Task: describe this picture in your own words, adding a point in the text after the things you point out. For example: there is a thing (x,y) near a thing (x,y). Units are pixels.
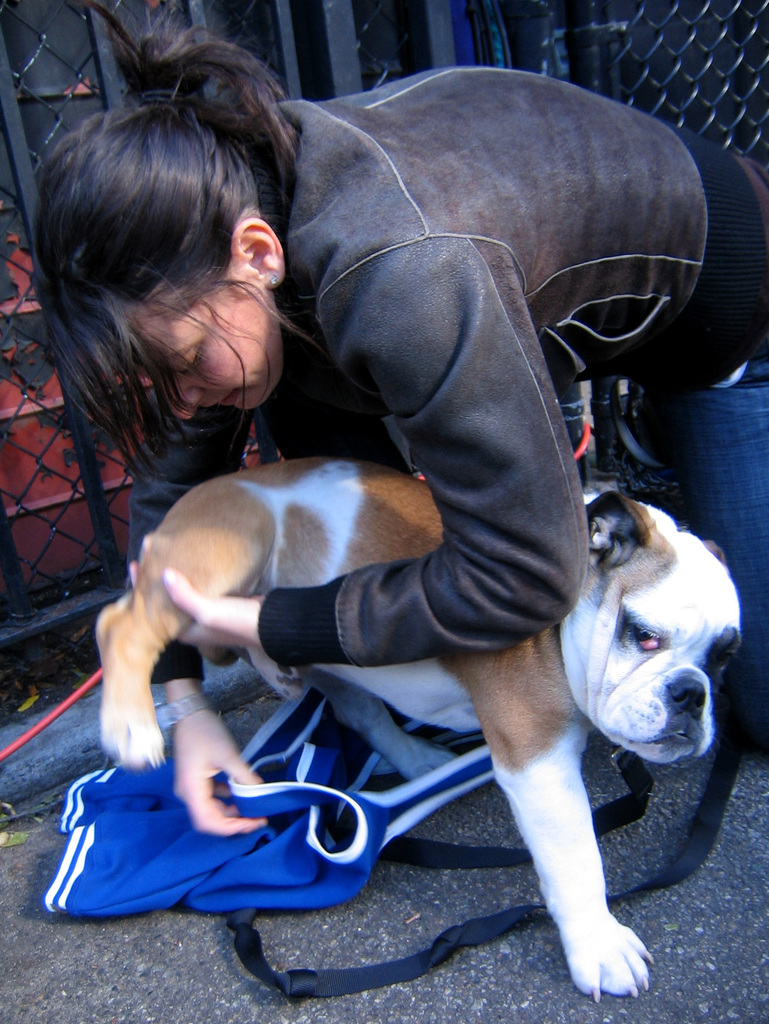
In this image there is a woman (493,403) holding the leg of a dog (424,667), the woman (373,661) is trying to wear the dress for the dog (399,498), in the background of the image (69,84) there is a closed metal mesh fence (104,87).
